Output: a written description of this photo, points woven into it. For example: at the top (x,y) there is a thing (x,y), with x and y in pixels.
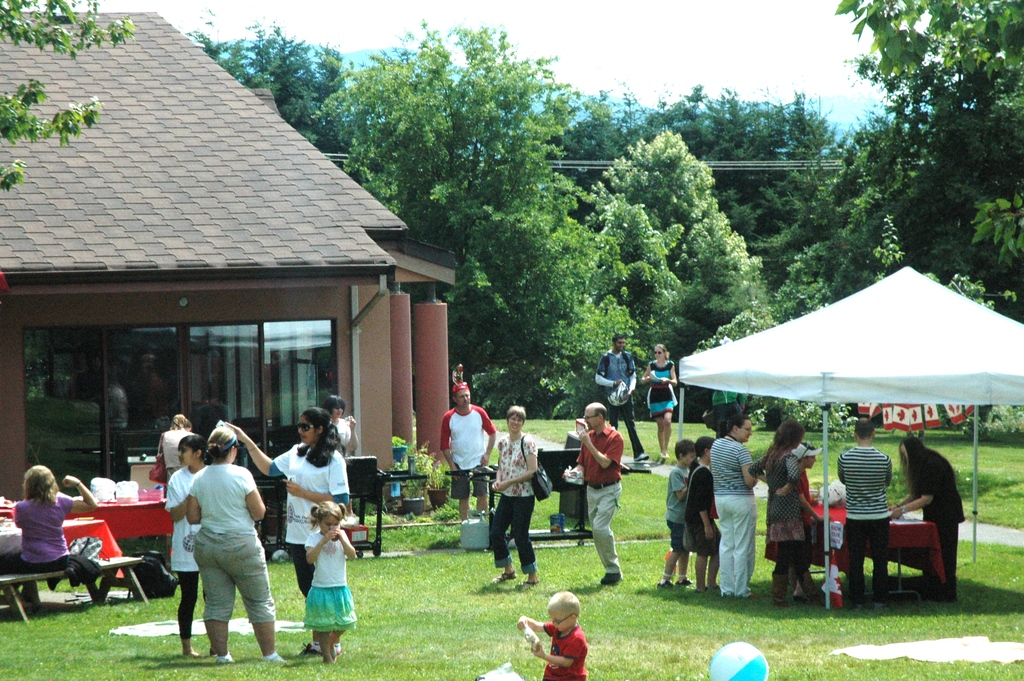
In this image in the middle (600,441) there is a man (599,484), he wears a red shirt (606,472), trouser (605,528) and shoes (618,581), he is walking and there is a woman (522,483), she wears a top (513,470), trouser (524,524) and handbag (539,492), she is walking. On the left (224,530) there is a woman (224,530), she wears a t shirt (224,516), trouser (221,546) and shoes (223,652) and there are two women (290,539) and a girl (335,554). On the right (808,504), there are many people (866,464), tent (767,356), trees (757,278), posters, table (904,554) and grass (852,610). At the bottom (810,628) there is a boy (566,642), ball (740,659), grass (429,642). On the left (93,536) there are tables (124,518), people (38,543), benches (120,563), house (186,332), trees (549,154) and sky (599,75).
